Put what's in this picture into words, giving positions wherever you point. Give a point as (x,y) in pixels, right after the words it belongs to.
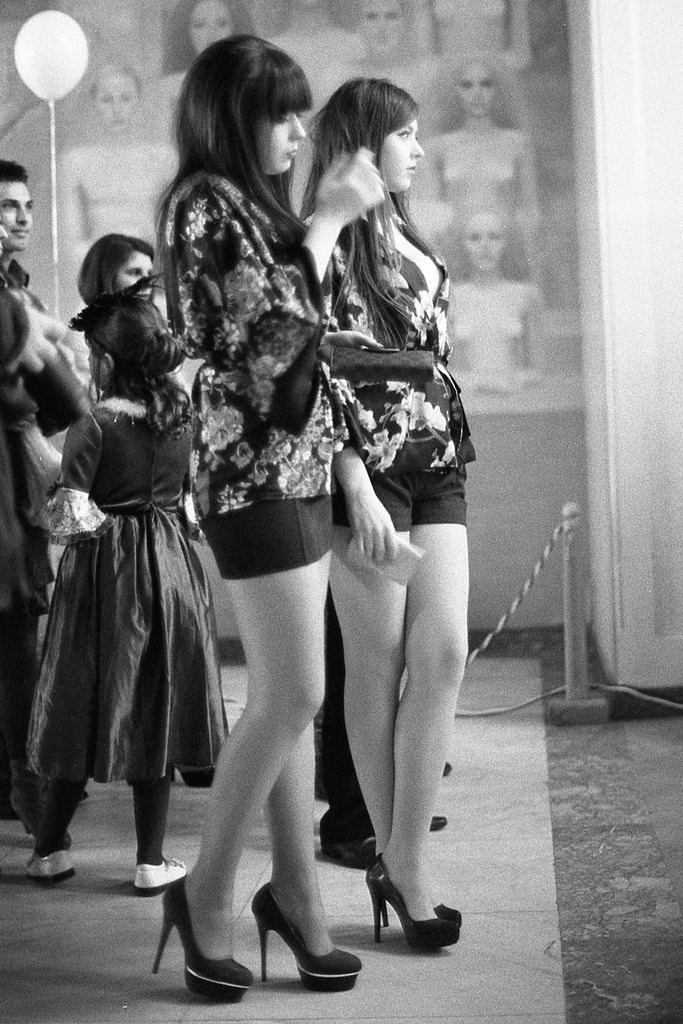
This image is taken indoors. At the bottom of the image (479,958) there is a floor (554,868). In the middle of the image (384,413) two women (350,288) are standing on the floor (479,671). In the background (462,214) there is a poster (163,70) on the wall (661,180). On the left side of the image (136,489) there are a few people (104,383) standing on the floor (55,948) and there is a balloon (72,36).
